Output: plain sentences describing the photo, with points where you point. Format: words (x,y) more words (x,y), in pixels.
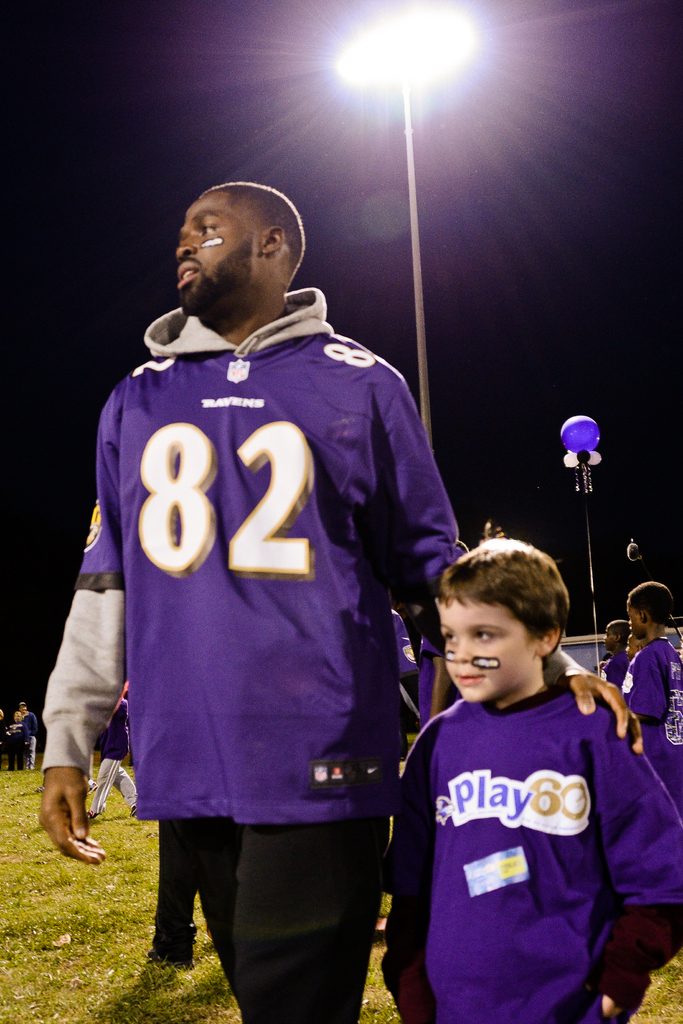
Here we can see a man (313,542) and a boy (464,801) standing together on the ground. In the background (7,740) there are few people (614,662) on the ground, light poles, pole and a building (589,642).
